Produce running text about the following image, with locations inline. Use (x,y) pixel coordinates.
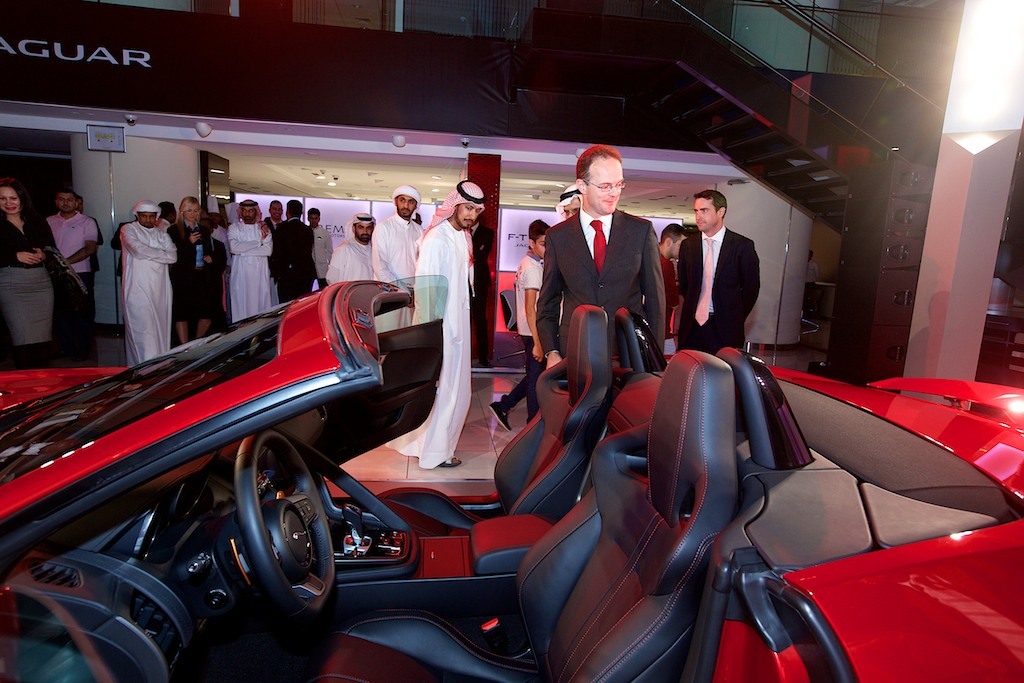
In this image, we can see a red car (644,478), there are some people (720,300) standing, we can see some stairs (769,158).
